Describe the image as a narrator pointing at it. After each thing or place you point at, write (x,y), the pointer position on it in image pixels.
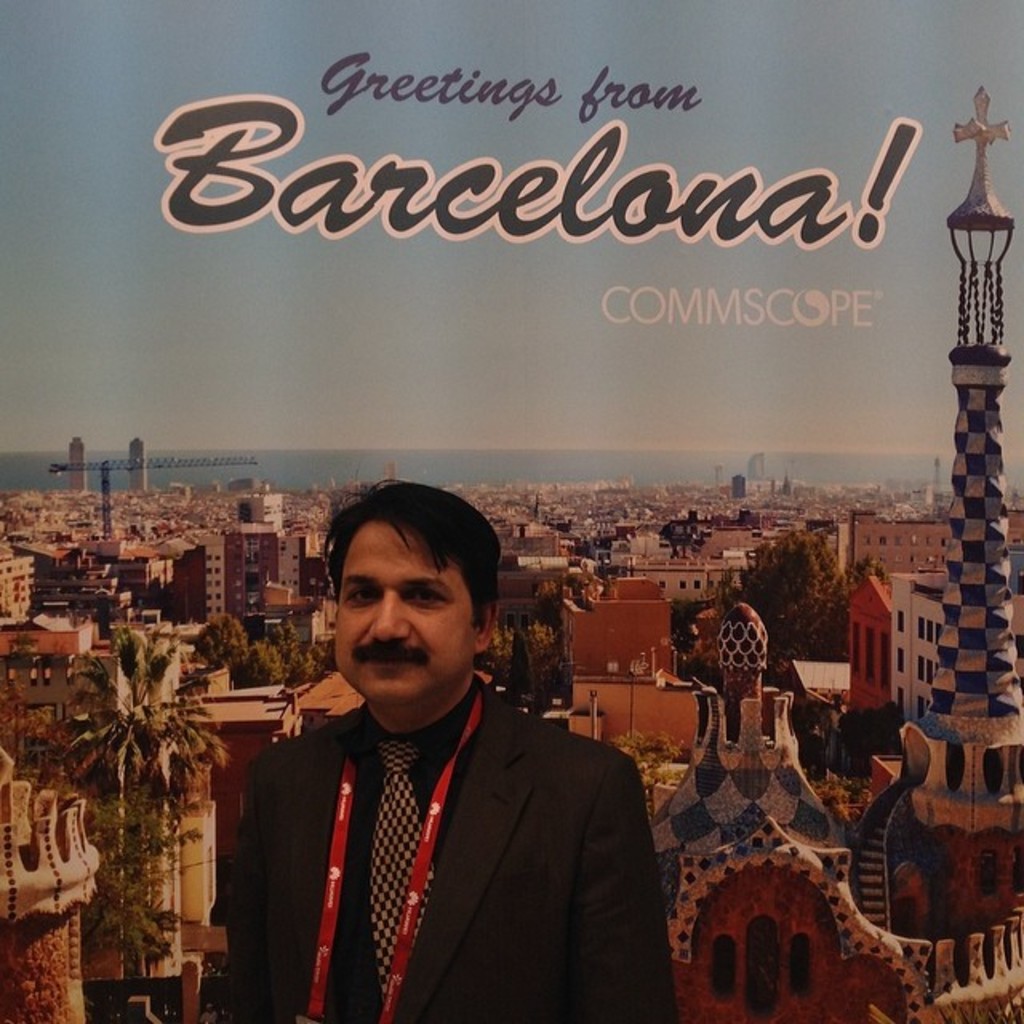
In the background (133,115) we can see the sky (148,42). We can see there is something written. In this picture we can see the skyscrapers (74,483), buildings (265,492), trees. On the right side of the picture (853,836) we can see the holy church (988,723). At the top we can see the holy cross symbol (973,220). In this picture we can see a man (613,938) wearing a tag (422,850), shirt (439,735), blazer (289,912) and a tie (409,869).
